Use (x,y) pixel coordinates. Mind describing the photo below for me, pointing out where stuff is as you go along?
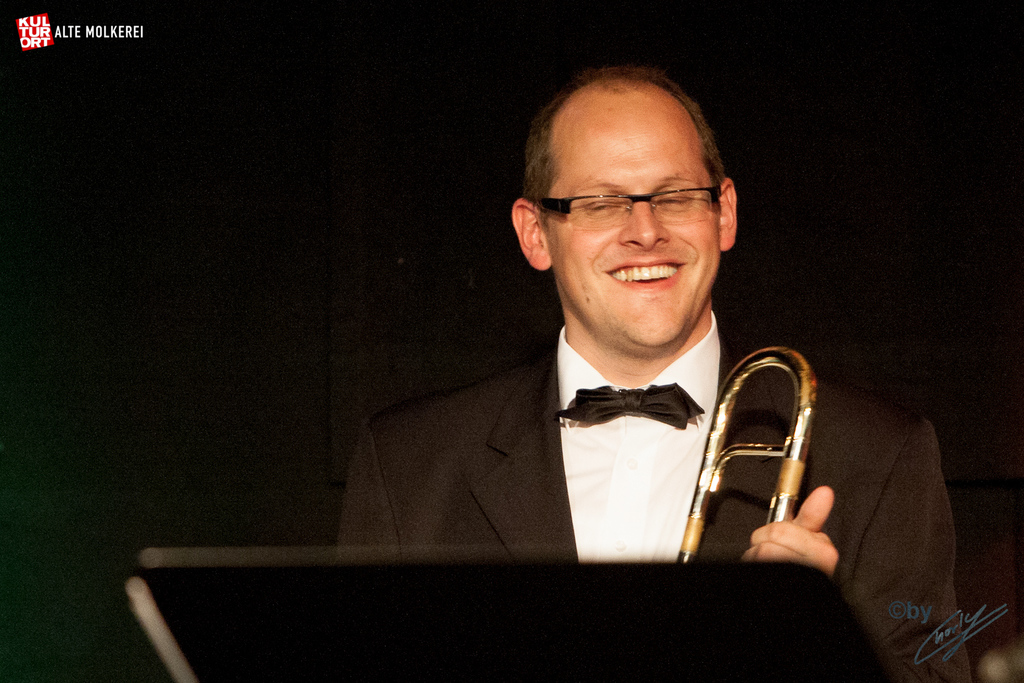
In this picture I can see a man (571,413) standing and holding a musical instrument (754,445) in his hand (816,556) and looks like a book stand (469,628) at the bottom of the picture (420,617). I can see text (104,35) at the top left corner (134,28) and a watermark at the bottom right corner of the picture (978,613) and I can see dark background (916,200).
